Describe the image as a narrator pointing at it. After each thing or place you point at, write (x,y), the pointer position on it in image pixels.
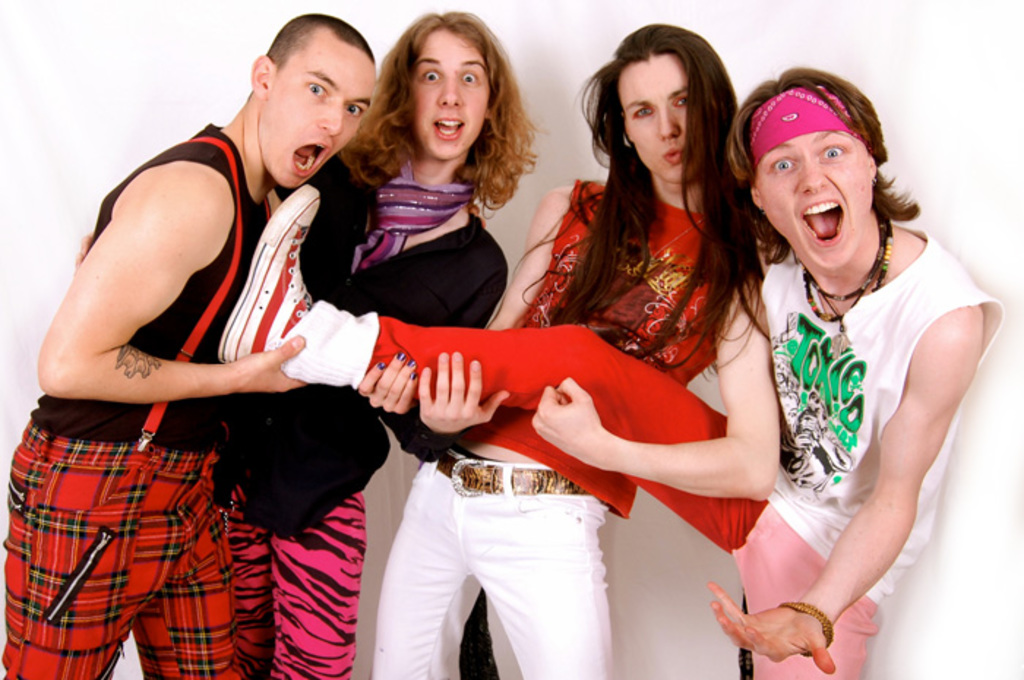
In this picture I can see there are four people (613,425) standing here and they are holding the leg (607,357) of the person (819,327) on the right side (709,504). The person (882,331) on right side (874,344) is wearing a white shirt (829,385), the person (614,222) beside him is wearing a red shirt (690,234) and there is a white wall (10,233) in the backdrop (38,301).
